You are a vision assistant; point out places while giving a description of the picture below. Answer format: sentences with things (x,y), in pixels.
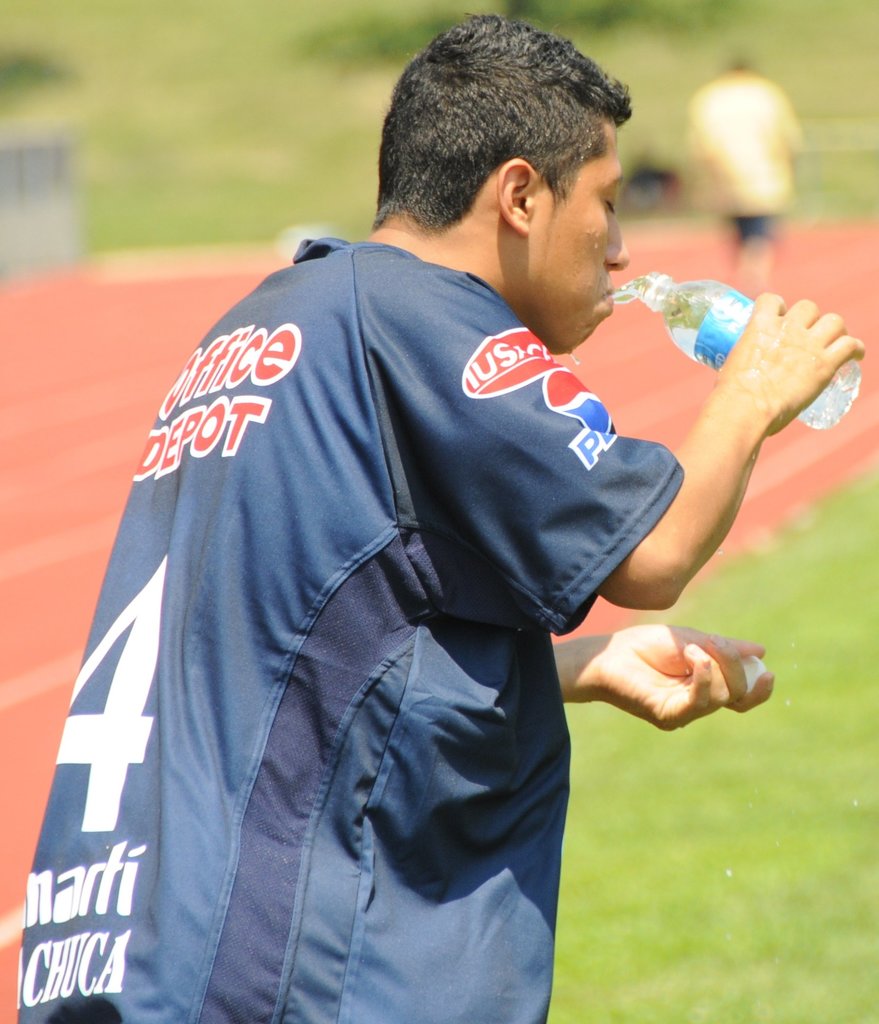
In this image we can see the person (458,351) standing and holding a bottle (716,350) and drinking water (694,344). And there is a blur background (56,456).
